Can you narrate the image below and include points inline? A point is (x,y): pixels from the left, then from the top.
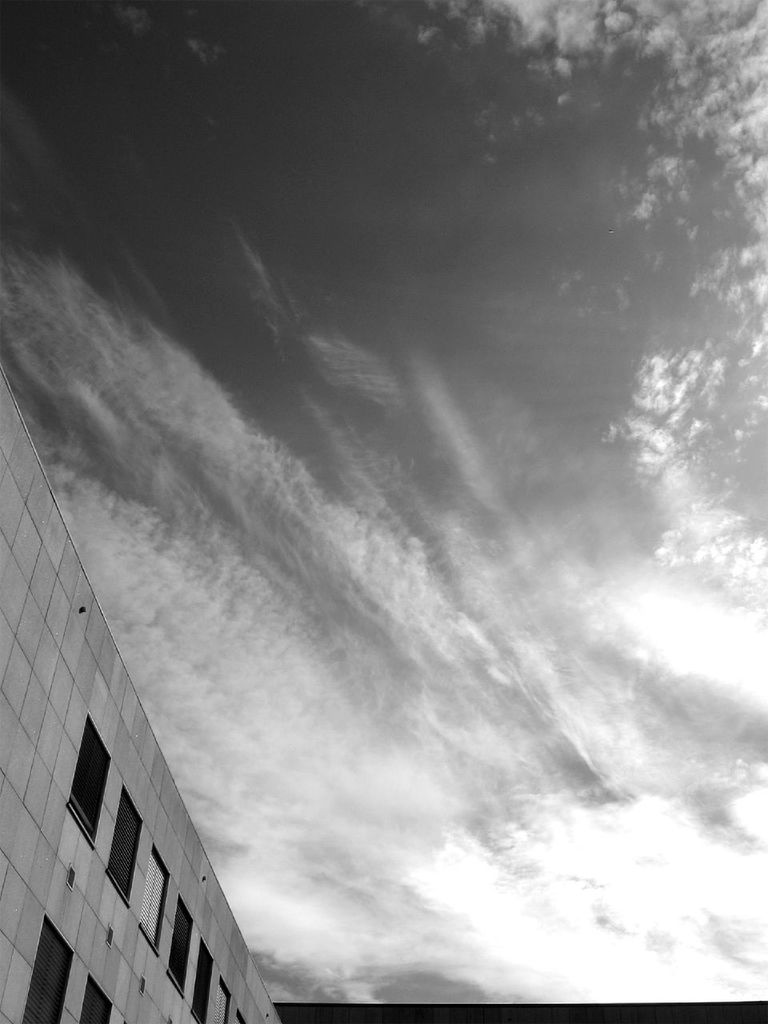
This is a black and white picture. In the left bottom (104,841), we see a building (68,817). It has the glass windows (93,792). In the background (481,359), we see the clouds (368,498) and the sky (402,327).
